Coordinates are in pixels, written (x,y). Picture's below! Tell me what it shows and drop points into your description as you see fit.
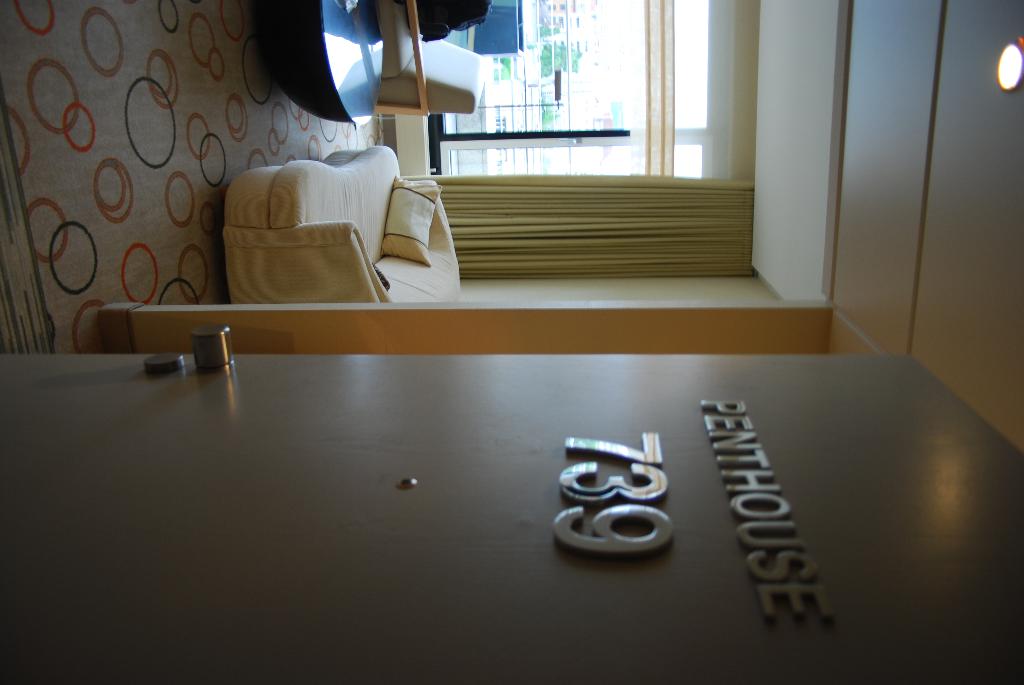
In this image i can see a couch (357,214), a pillow (419,208) in yellow color and a board (429,516), a glass wall (595,107), yellow color curtain (523,245) and a table (347,115).
